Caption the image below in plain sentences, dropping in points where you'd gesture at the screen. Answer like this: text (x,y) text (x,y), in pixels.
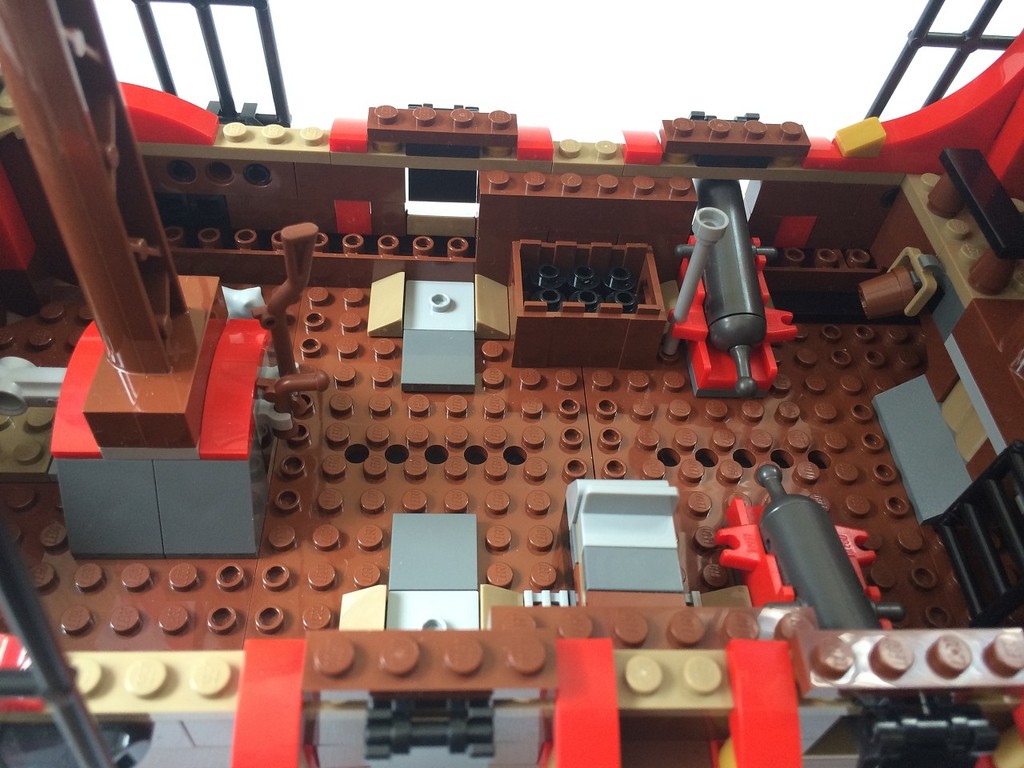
In the picture I can see toys (532,576) and some other objects (608,409). The background of the image (294,1) is white in color.
